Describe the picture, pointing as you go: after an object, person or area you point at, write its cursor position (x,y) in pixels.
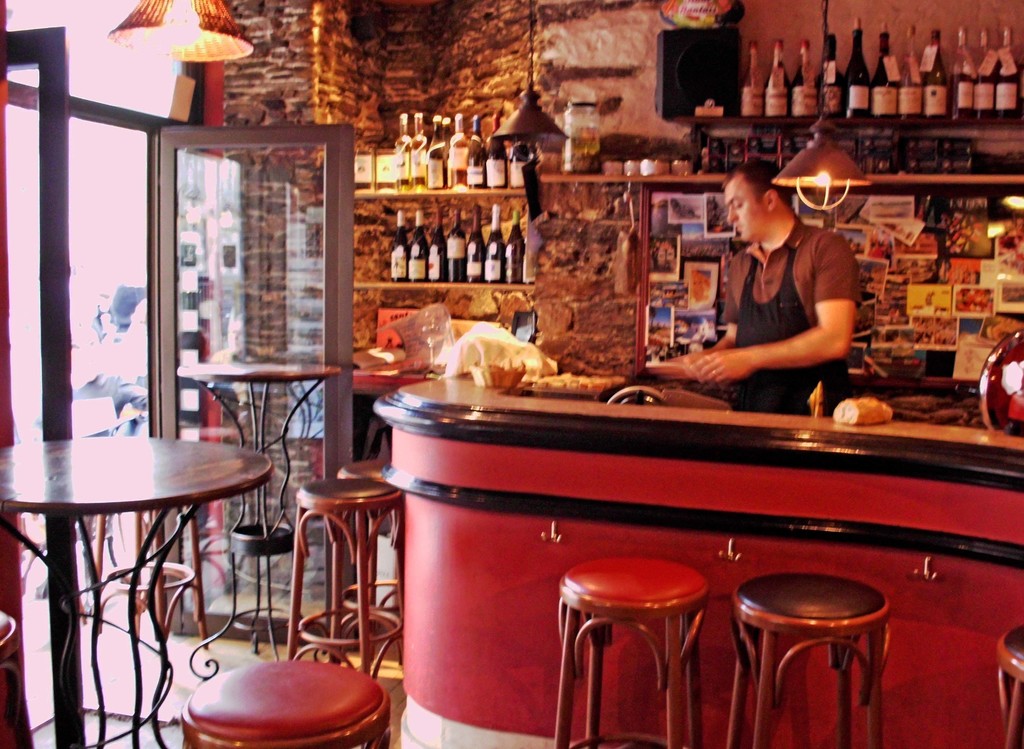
This picture is clicked inside the bar (521,239). In front of the picture, we see man (802,275) in brown shirt (806,276), wearing black apron (758,324) is standing in front of a table (554,412) and in this picture, we see many tables (275,537) and chairs (680,599) placed on the floor (394,664). Behind the man (779,361), we see many bottles (512,171) which are placed on rack (356,199) and behind him, we see many paper (923,271) placed on the wall (574,353) and on the left corner of the picture (207,235), we see glass door (274,334).
